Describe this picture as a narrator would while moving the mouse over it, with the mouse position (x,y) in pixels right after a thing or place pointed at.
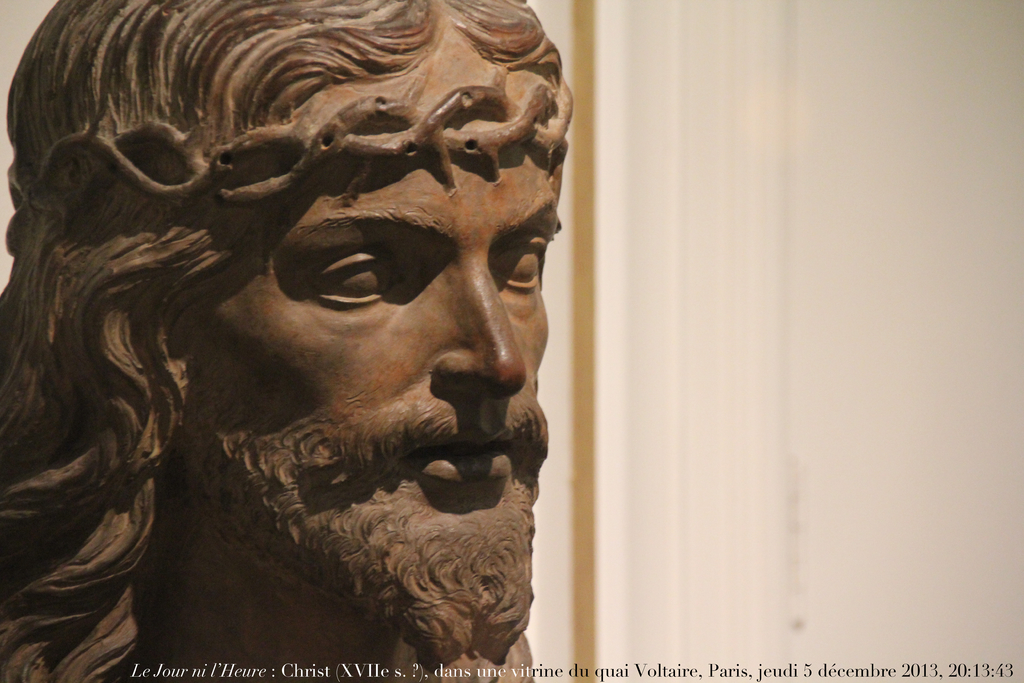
This image consists of a sculpture (447,507). On the right (824,366), we can see a wall (811,434). The sculpture (9,483) is in brown color.
